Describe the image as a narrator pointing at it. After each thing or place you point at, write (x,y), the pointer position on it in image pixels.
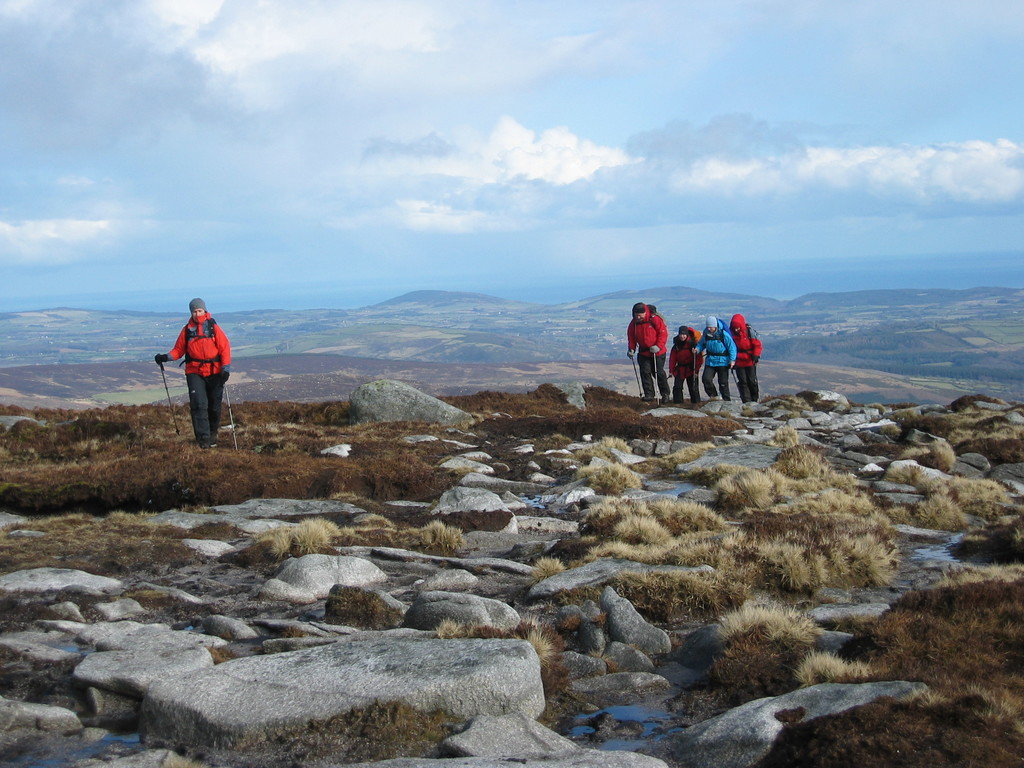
On the left (203,328) there is a person (182,348) standing on the ground (187,429) and holding sticks (167,395) in their hands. On the right (693,344) there are four people (660,382) walking on the ground (602,401) and holding two sticks (694,379) in their hands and here we can see stones (461,605), water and grass (923,732). In the background (454,306) there are mountains (362,333) and clouds (501,173) in the sky (22,259).
